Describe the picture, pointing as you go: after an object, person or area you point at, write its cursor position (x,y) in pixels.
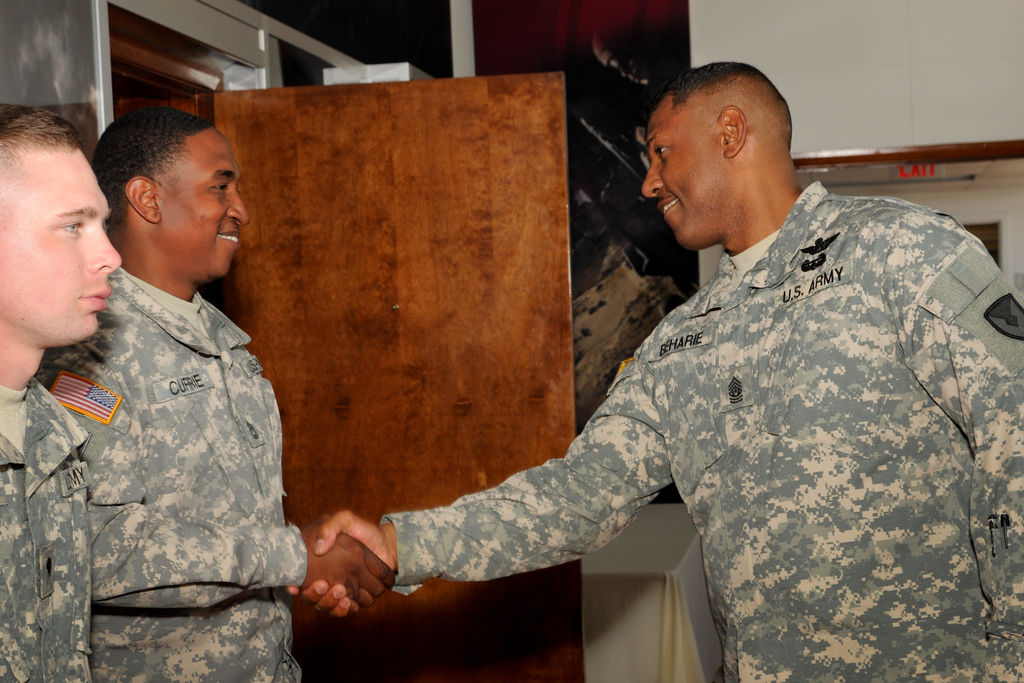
In this picture couple of men (702,181) shaking their hands (366,564) with smile on their faces (717,233) and I can see another man (56,453) on the left side of the picture (28,126) and I can see a wooden plank (348,427) and I can see a table (684,591) and there is a cloth (635,604) on it.
